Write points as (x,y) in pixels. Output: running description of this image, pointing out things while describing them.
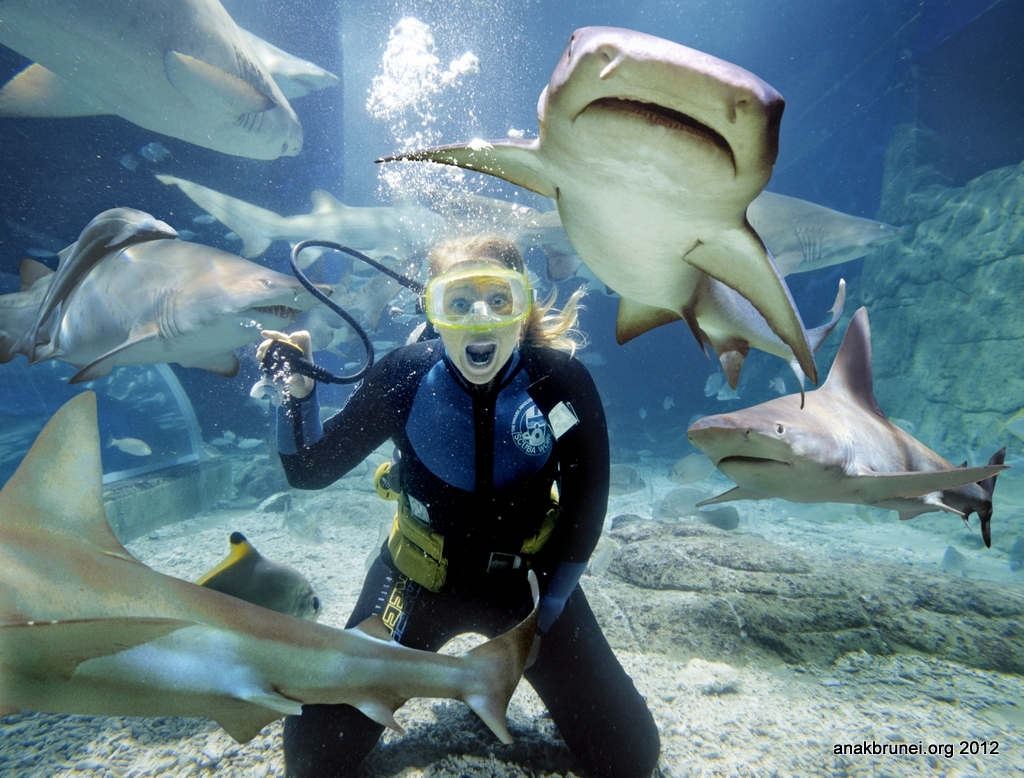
In this image we can see a woman (509,476) is under water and sharks (47,449) are present around her. She is wearing black color swimming suit (440,529).
